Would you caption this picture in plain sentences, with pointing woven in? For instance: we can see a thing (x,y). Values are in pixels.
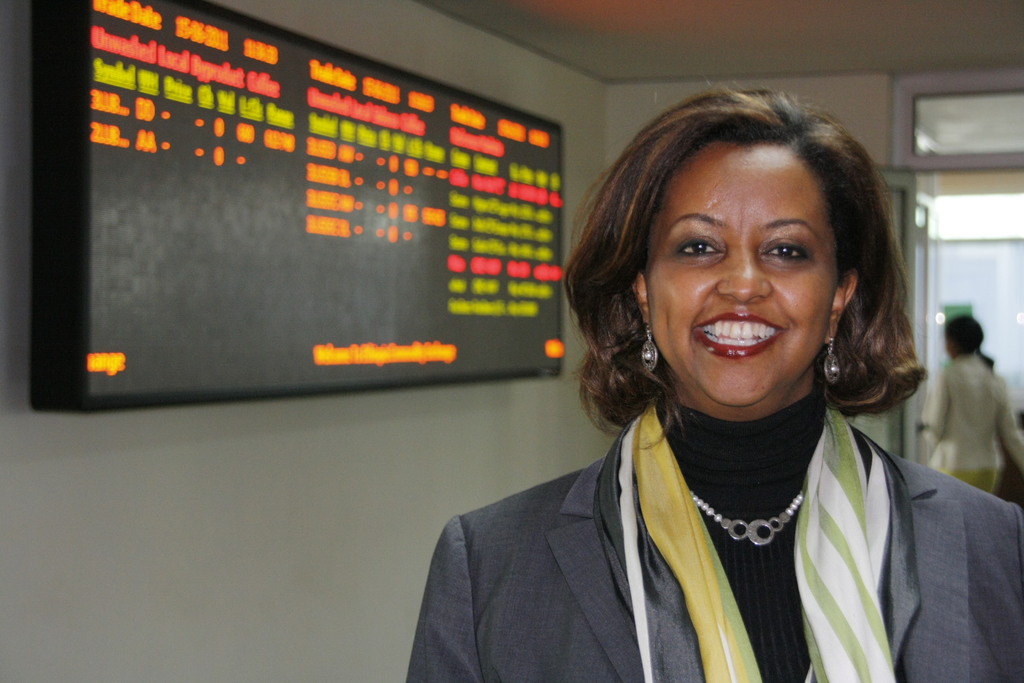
In this image I can see a woman (760,558) wearing black color dress (605,566) is standing and smiling. I can see a wall (307,485) and a huge screen (326,267) attached to the wall (304,526). In the background (1000,354) I can see the door (997,347) and another person (1005,438) standing.
